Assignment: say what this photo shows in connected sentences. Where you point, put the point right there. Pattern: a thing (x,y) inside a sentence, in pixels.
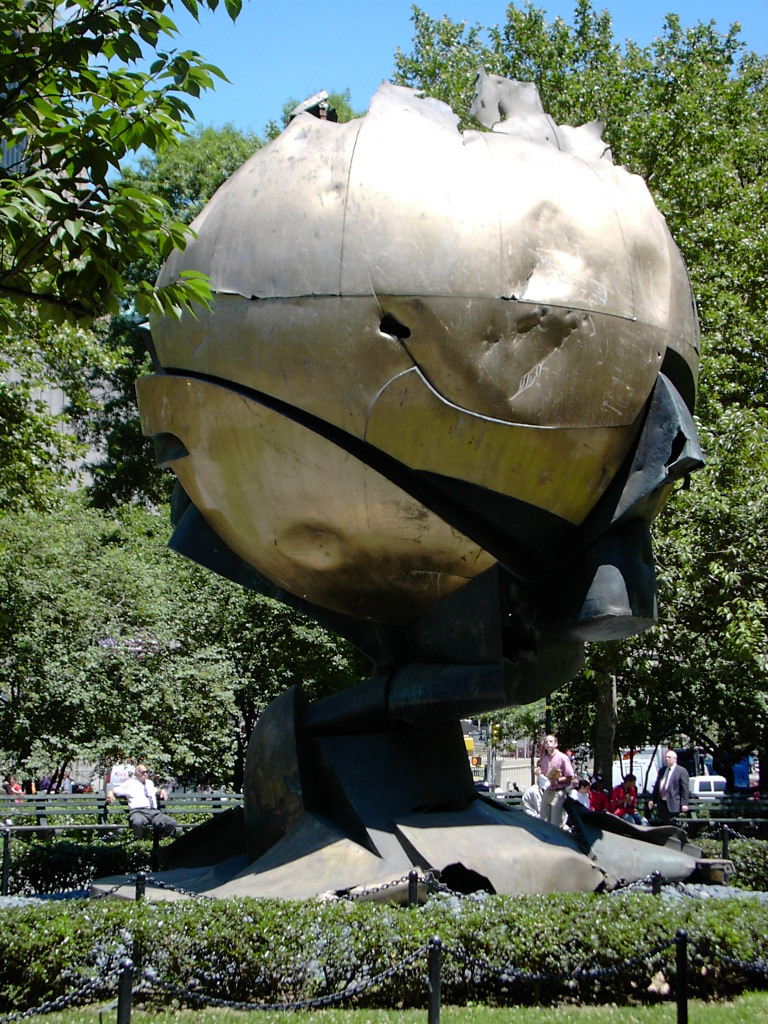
There are trees (60,56) on left (69,48) and right corner (665,167). There are people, sculpture (340,865) in the foreground (648,211). There is grass (81,1023) at the bottom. And the sky (746,31) is at the top (755,36).
